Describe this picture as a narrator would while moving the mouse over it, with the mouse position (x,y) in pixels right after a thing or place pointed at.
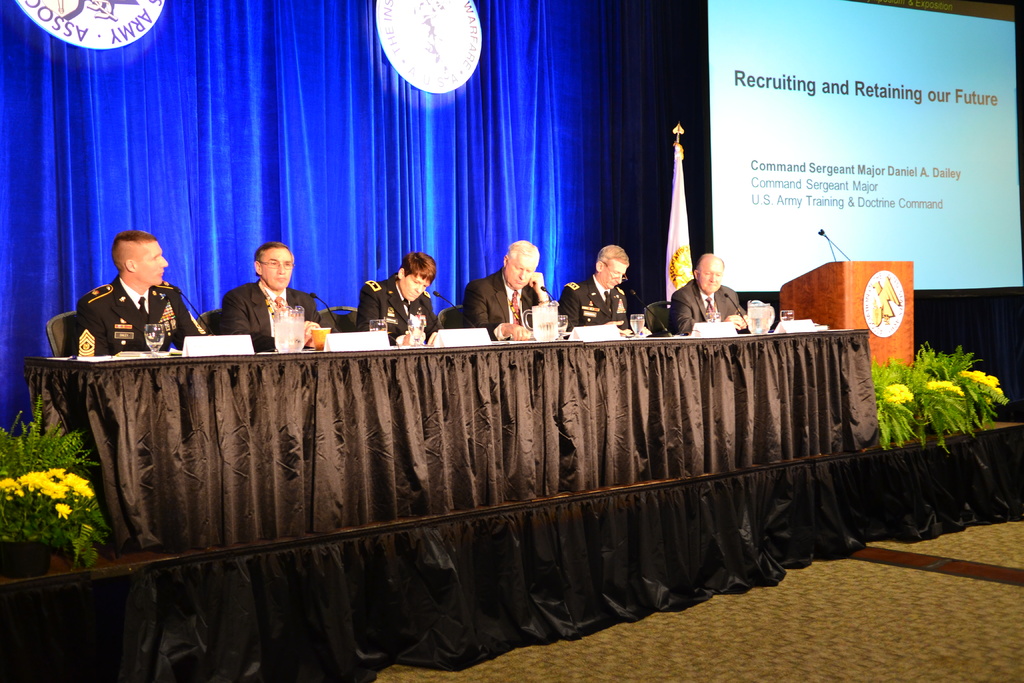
A group of men (520,262) are sitting on the chairs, they wore coats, ties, shirts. Behind them there is a blue color curtain (389,182). On the right side (861,301) there is a podium (865,267) and a projector screen (888,139).
